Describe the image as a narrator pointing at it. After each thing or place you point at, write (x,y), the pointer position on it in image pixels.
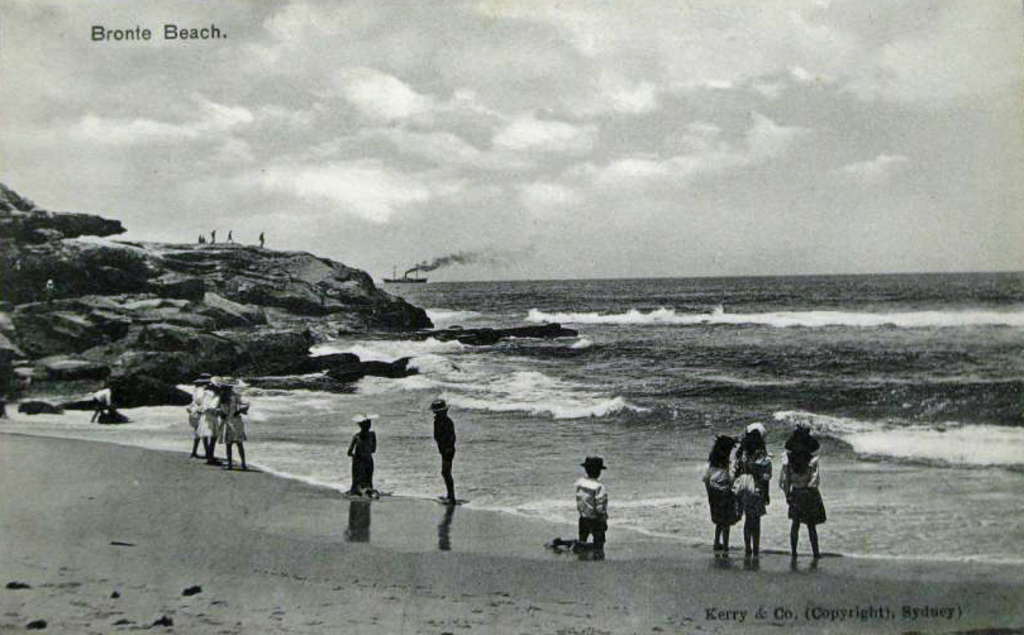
In this image we can see people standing on the seashore (808,556). On the left (133,311) there are rocks (125,317). In the background (449,341) there is a sea (585,321) and we can see a boat (388,281) on the sea (636,333). At the top (387,177) there is sky (472,136) and we can see text (134,34).
